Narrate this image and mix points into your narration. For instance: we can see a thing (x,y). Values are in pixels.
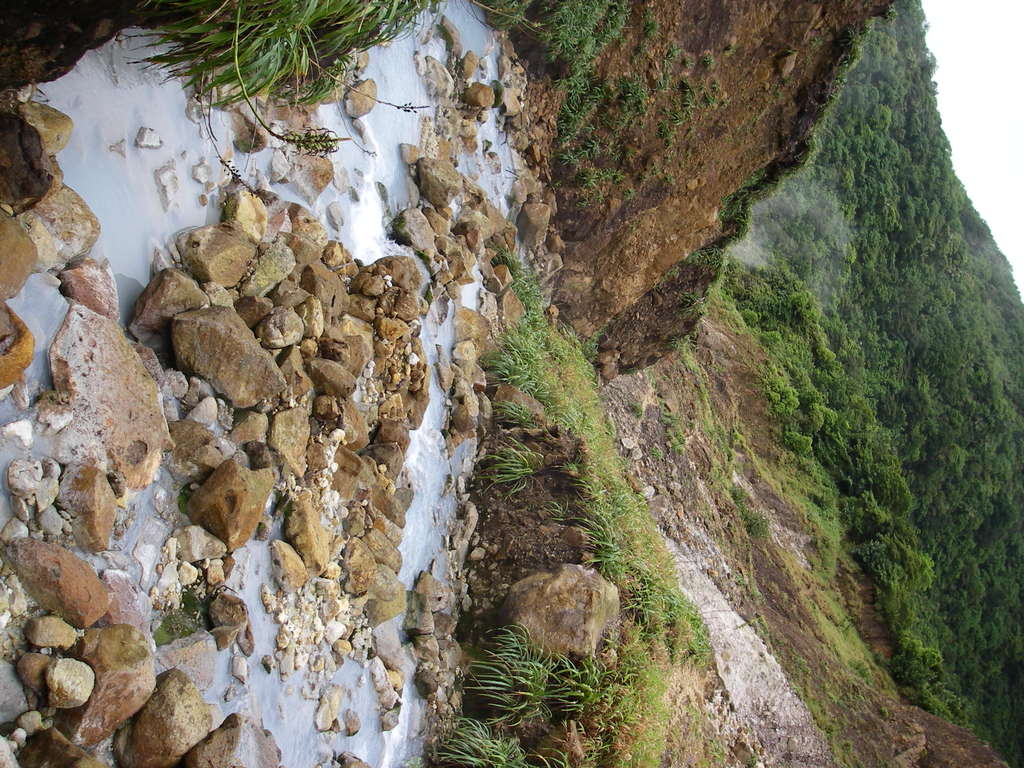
On the left (185,450) we can see water (164,126) and stones (185,722). In the background (629,240) there are mountains (915,736), trees (848,360), grass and sky (957,111).
